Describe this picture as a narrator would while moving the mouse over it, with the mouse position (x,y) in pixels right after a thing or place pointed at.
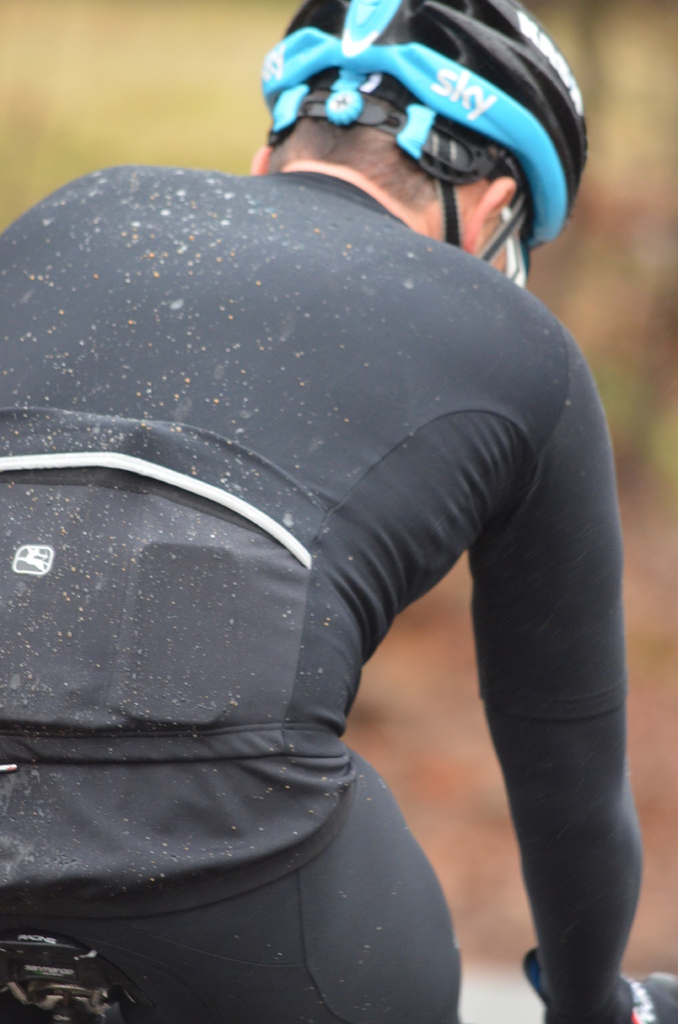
In this picture there is a person (138,844) wore a helmet (443,177). In the background of the image (90,149) it is blurry.
